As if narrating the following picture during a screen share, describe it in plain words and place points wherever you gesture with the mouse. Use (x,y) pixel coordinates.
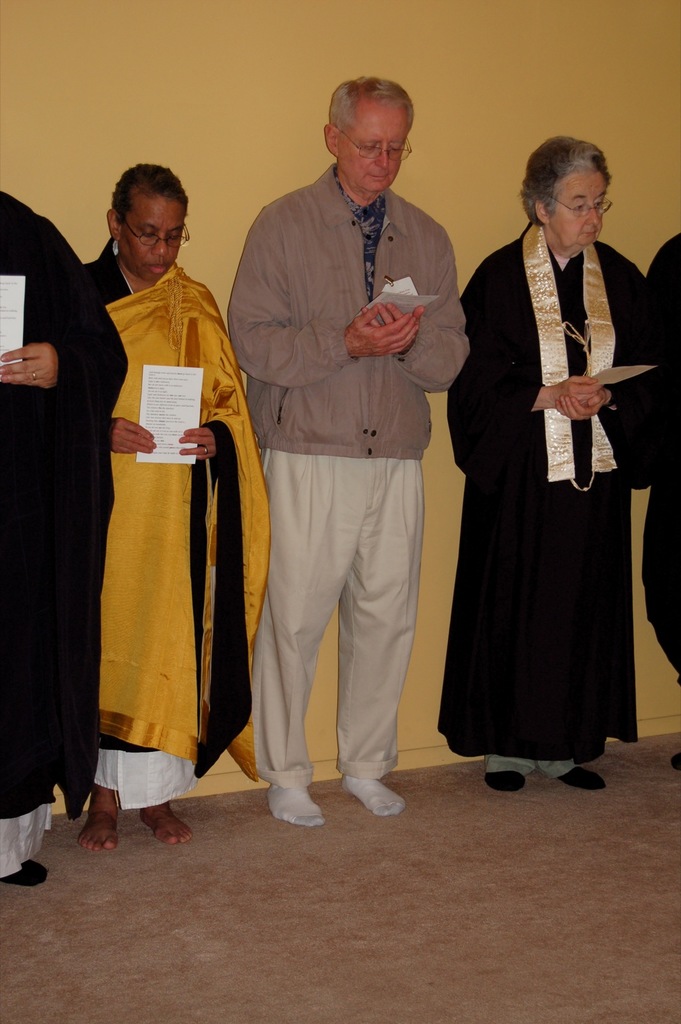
In the middle of the image (394,676) few people (634,711) are standing and holding some papers (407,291). Behind them there is a wall (220,215).
